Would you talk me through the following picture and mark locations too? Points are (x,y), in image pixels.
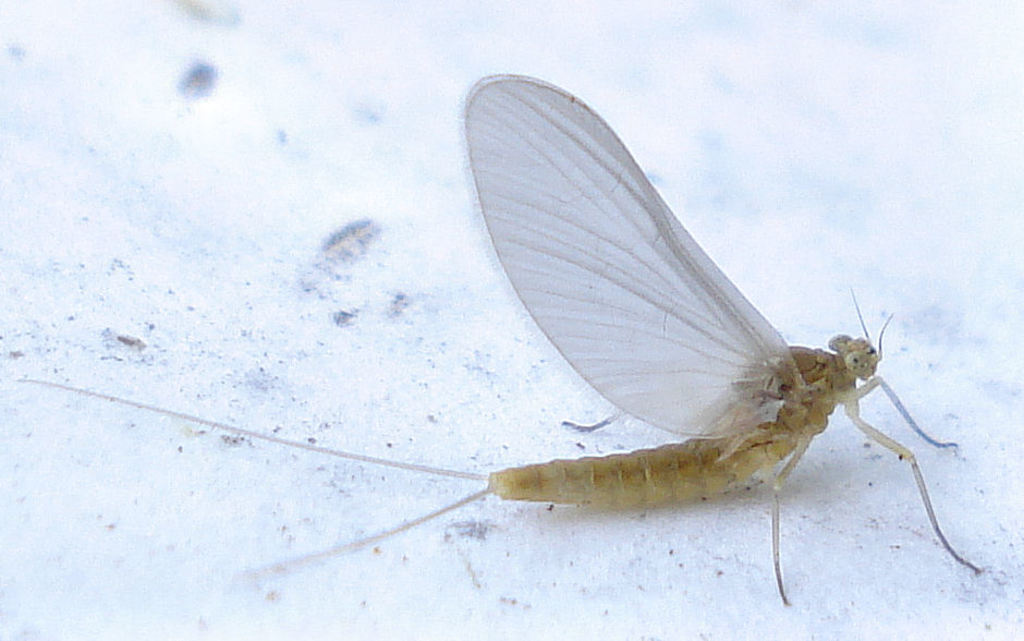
In this image we can see an insect (669,478) on a white colored surface (322,299).
